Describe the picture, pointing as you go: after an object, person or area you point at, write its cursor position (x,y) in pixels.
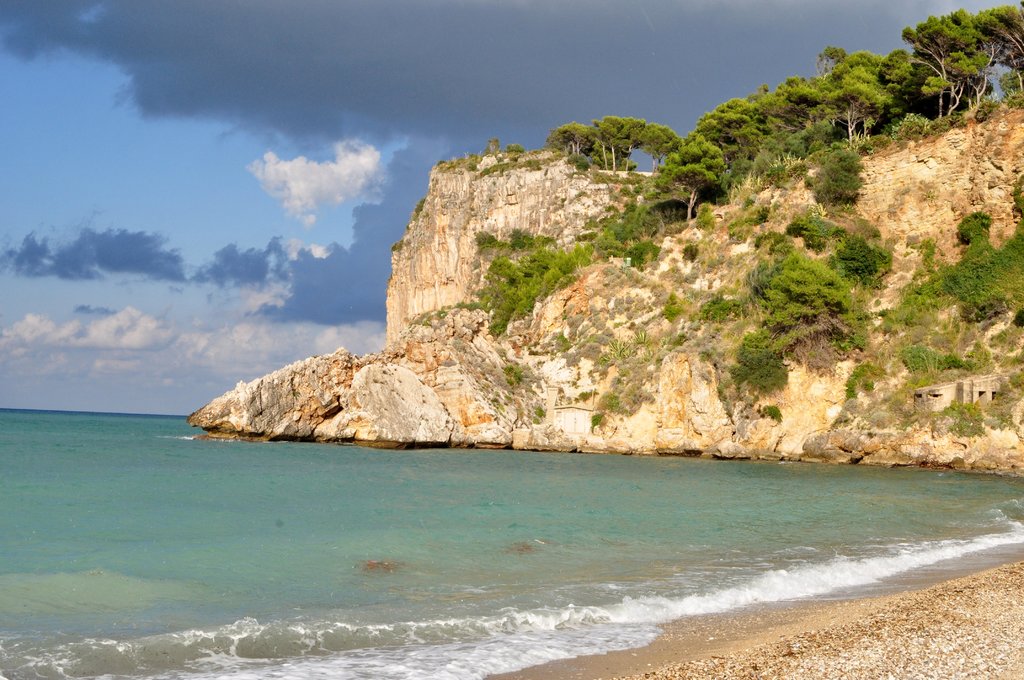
The picture is taken near the beach (807,643). In the foreground (849,619) towards right (971,597) we can see sand (954,630). On the left (69,512) there is a water body (49,434). In the middle of the picture (477,430) we can see a mountain (399,347), on the mountain (741,206) there are trees (959,90). In the background (340,192) we can see sky (406,152).
